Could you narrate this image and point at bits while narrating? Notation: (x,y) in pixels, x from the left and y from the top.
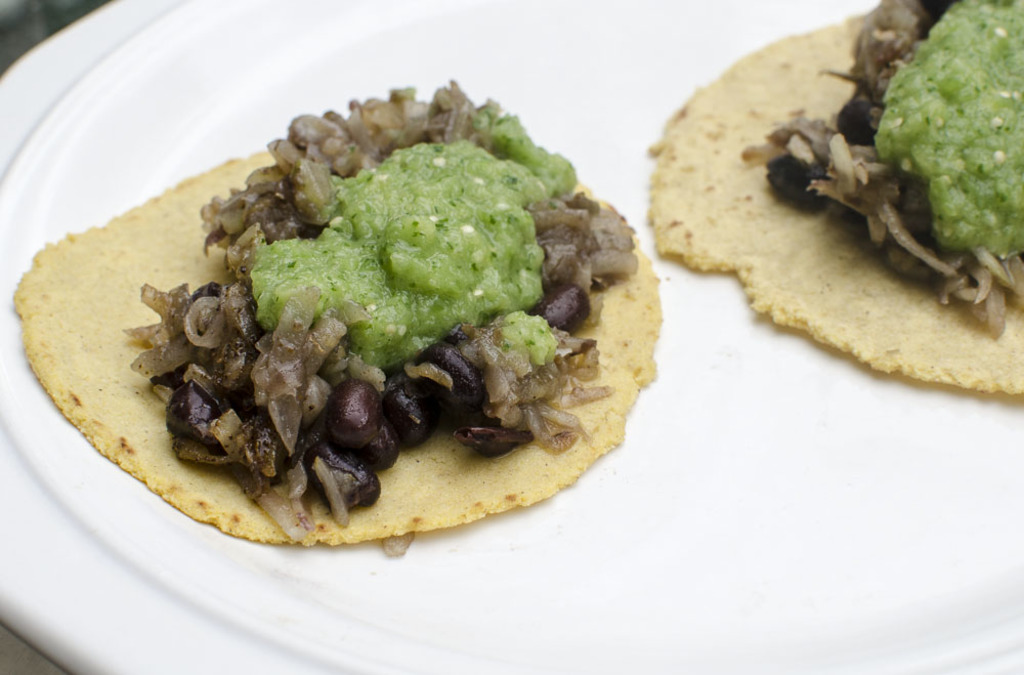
In this picture there is food (605,375) on the white plate (160,640).
